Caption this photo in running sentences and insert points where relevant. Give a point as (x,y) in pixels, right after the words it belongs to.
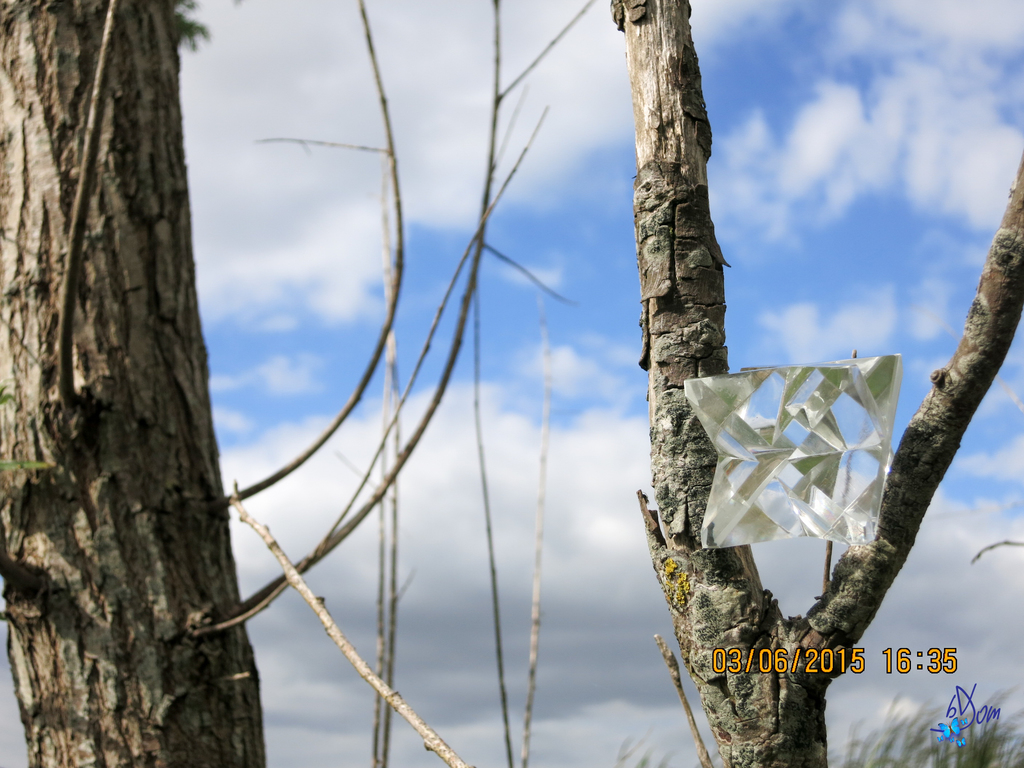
In this image in the foreground (681,161) there are trunk (851,562) of trees (656,387) visible, on the trunk (693,448) of trees (807,617) there is a object (736,418), at the bottom (780,659) there are numbers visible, in the bottom right (980,766) may be there is grass (993,764).
